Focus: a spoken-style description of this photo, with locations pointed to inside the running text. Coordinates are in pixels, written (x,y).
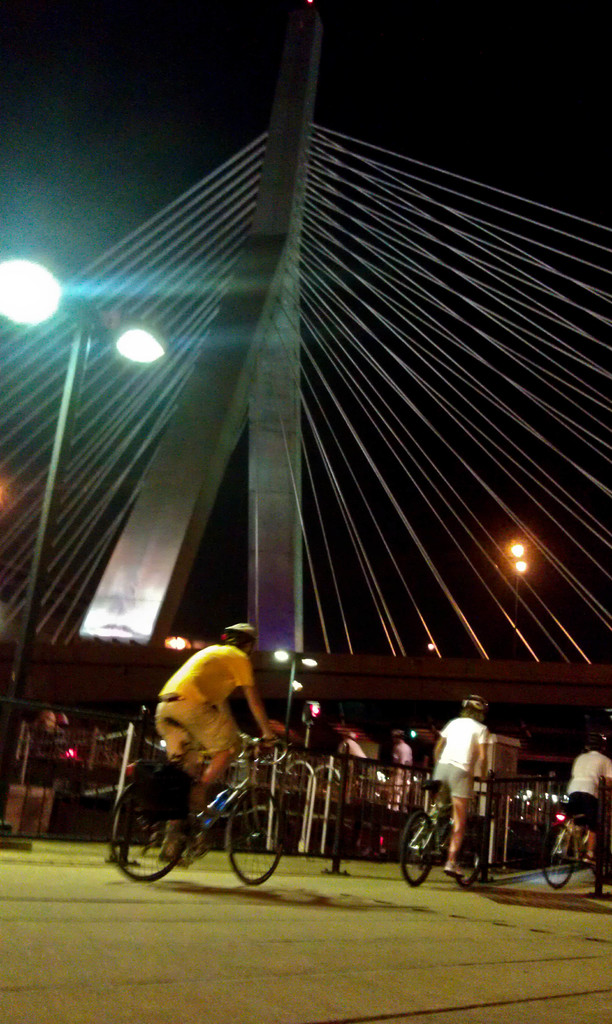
At the top (337,71) we can see sky (330,87) and its dark. Here we can see lights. We can see few persons (456,736) riding bicycles (266,752), wearing helmets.
